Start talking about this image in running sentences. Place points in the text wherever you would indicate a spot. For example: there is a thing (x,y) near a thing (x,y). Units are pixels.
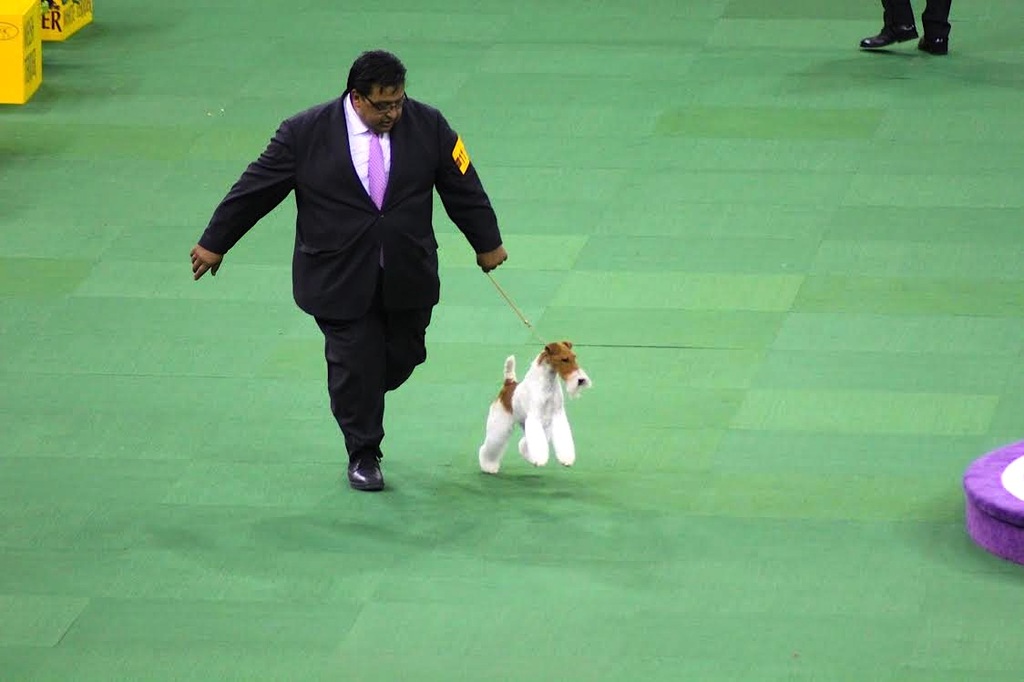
In this image i can see man (423,200) holding the dog belt (502,292) and walking, at the back (29,85) i can see the board (32,56).
